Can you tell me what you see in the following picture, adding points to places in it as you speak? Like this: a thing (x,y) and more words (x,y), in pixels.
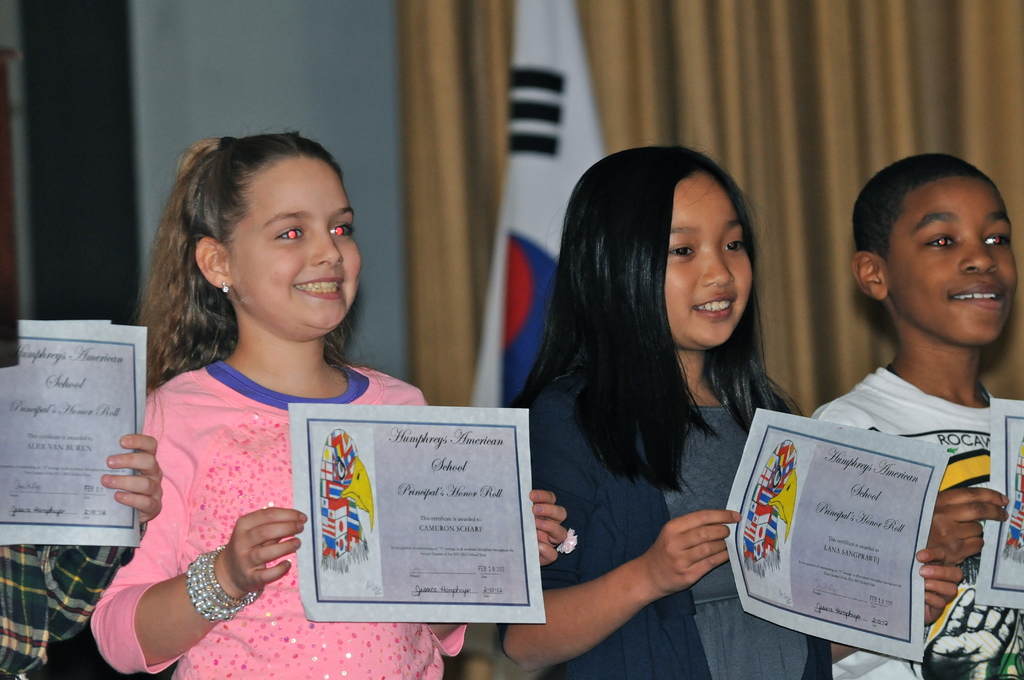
In this picture there are of people (361,634) standing and smiling and holding the papers (51,455). At the back (503,178) there is a flag (528,5), curtain (503,178) and there is a wall (377,346).
